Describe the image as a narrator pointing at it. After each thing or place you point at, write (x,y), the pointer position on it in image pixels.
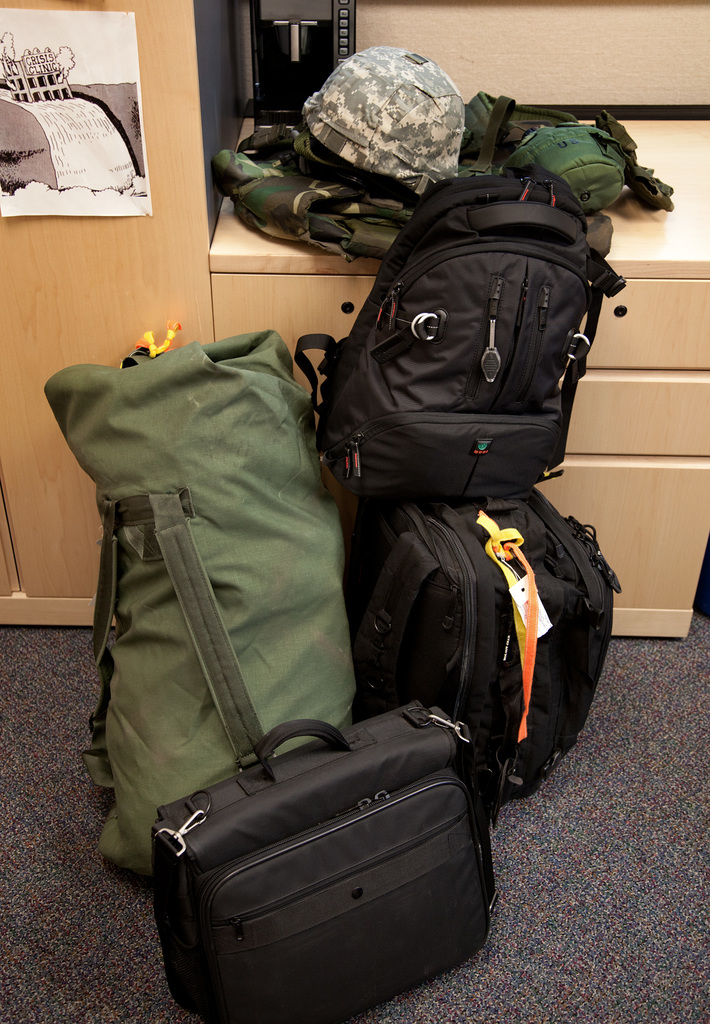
This picture is clicked inside the room (435,1009). Here, we see four bags (178,496). Out of which three are black in color and one is green in color. Behind them, we have cupboard (189,250) and on the cupboard (288,257), we see uniform (332,244) and helmet (383,84).
